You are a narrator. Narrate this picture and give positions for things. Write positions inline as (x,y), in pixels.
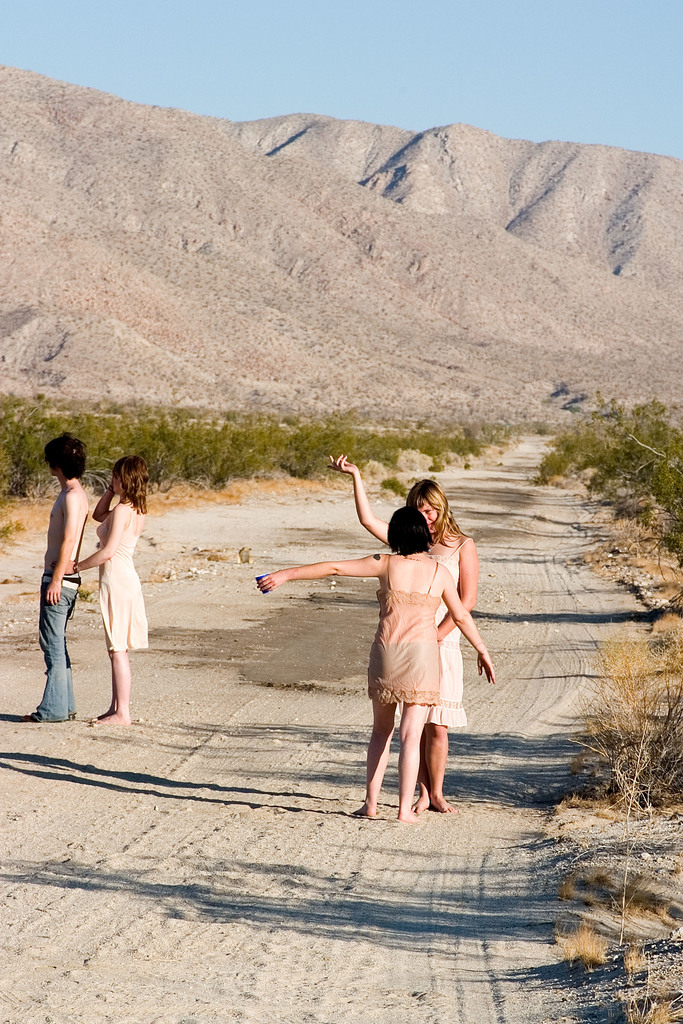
In this picture we can see some people (66,480) are standing on the road (332,705), beside we can see some plants (44,445), sand hills (249,249).
